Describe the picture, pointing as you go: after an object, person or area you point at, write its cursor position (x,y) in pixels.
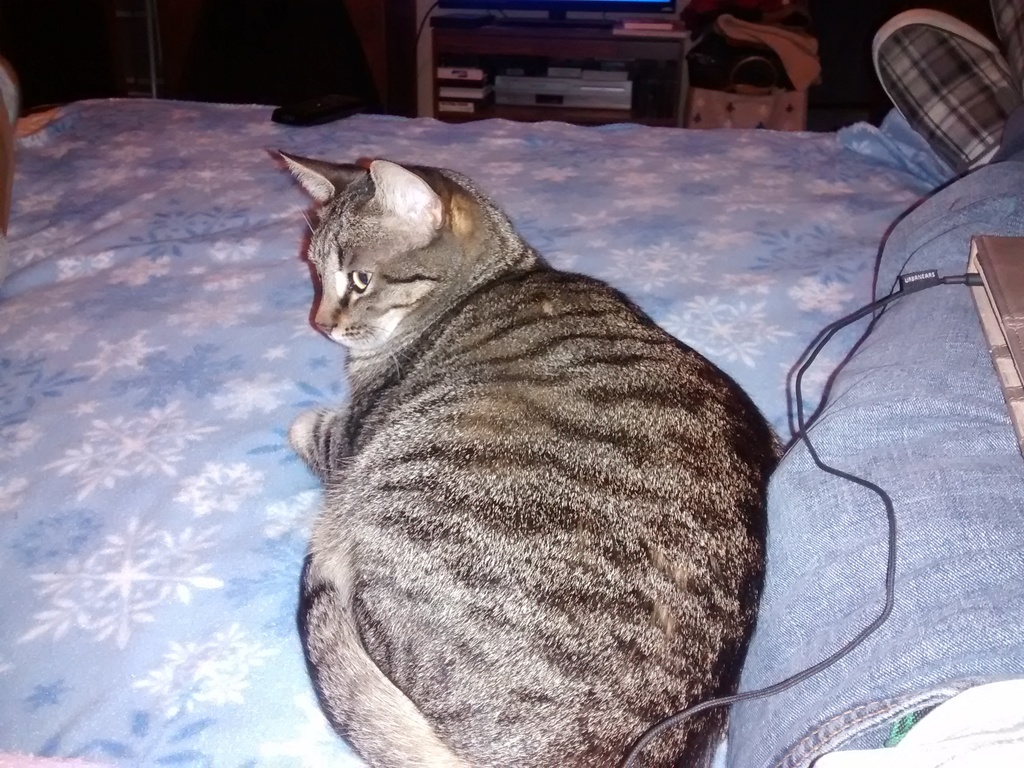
In this image I can see the cat (571,466) which is in black and grey color. It is on the bed (220,390) and the bed sheet (295,374) is in blue color. To the right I can see the wire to the brown color object (1014,356). In the background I can see the books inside the cupboard (550,46). To the side I can see some objects (783,88).
